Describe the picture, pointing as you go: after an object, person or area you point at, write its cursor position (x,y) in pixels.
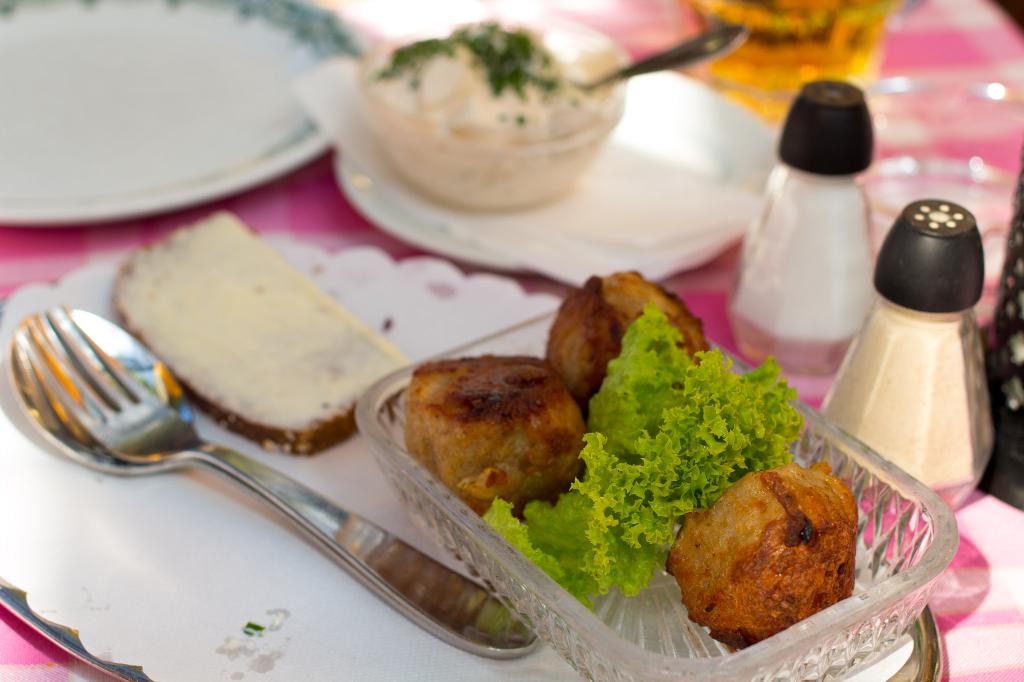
In this image we can see food items (613,452) in a bowl (827,438). There is a bread slice (254,306) on the plate (289,342). There are spoons (114,459). There are other objects (94,91) on the table (1009,643). There is some food item (484,43) in a bowl (403,118) with a spoon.
